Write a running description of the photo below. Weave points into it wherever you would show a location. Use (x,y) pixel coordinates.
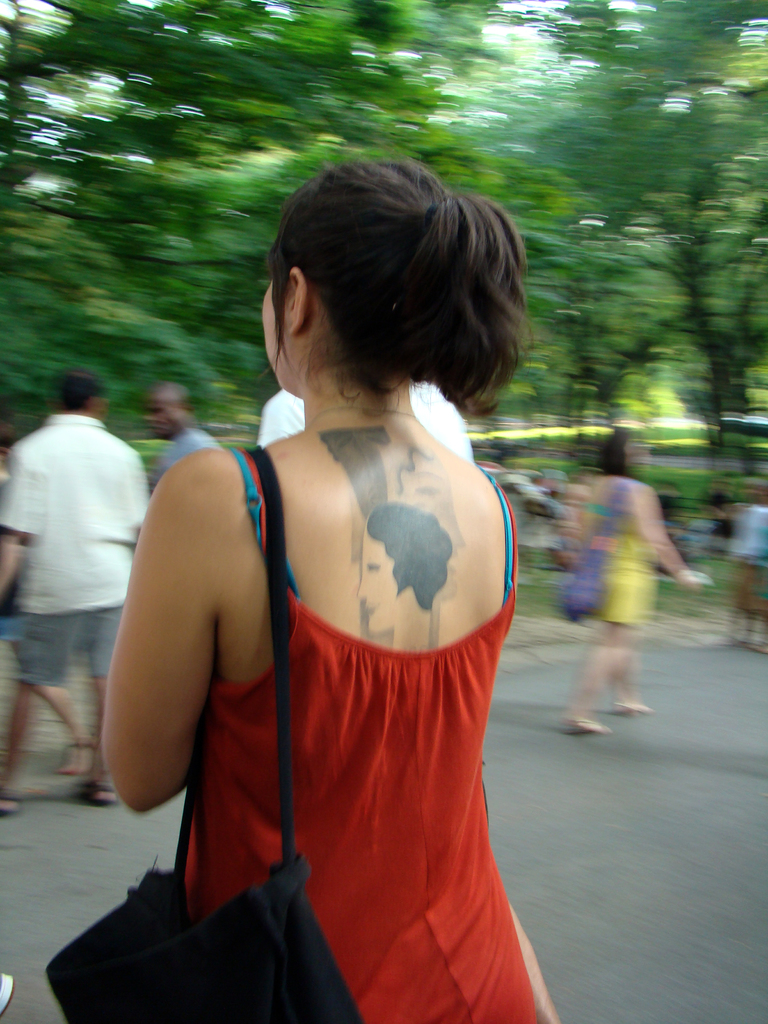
In the image in the center (388,544) we can see one woman (294,660) standing and she is holding handbag (272,936). In the background (171,304) we can see trees (653,157), road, grass (529,585) and few peoples (581,554) were walking on the road (663,727).
